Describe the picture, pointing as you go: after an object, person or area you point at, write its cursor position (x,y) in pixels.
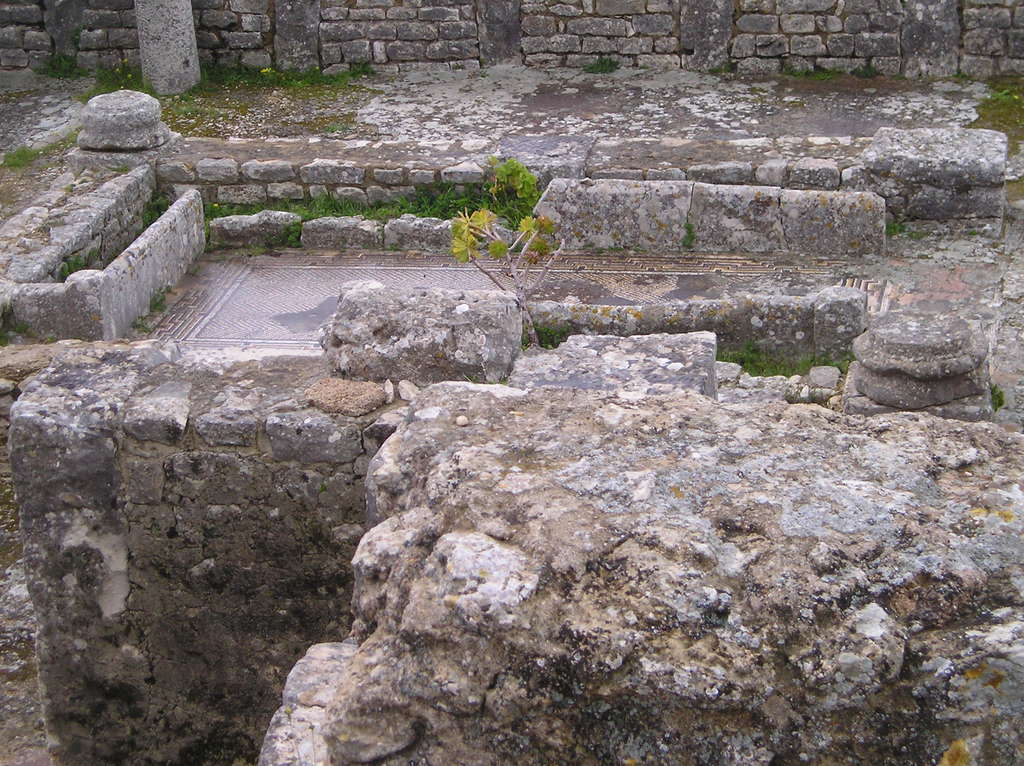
In this image there is a floor (437,255) in the middle (634,255). Around the floor (611,261) there is a stone wall (629,146). At the top (304,51) there is a stone wall (673,26).
